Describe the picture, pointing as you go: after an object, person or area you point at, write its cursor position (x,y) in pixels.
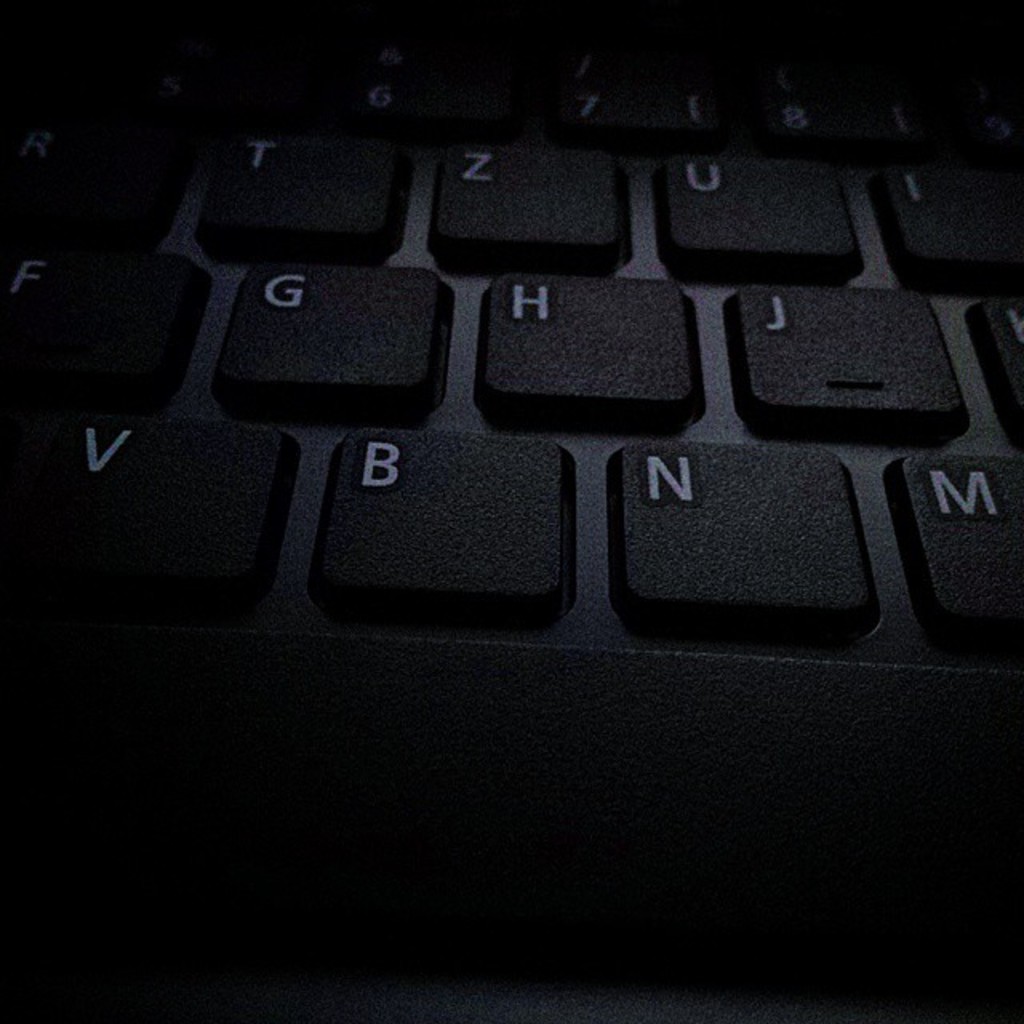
In this image I can see the black color keyboard (494,690) and few numbers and alphabets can be seen on it.
